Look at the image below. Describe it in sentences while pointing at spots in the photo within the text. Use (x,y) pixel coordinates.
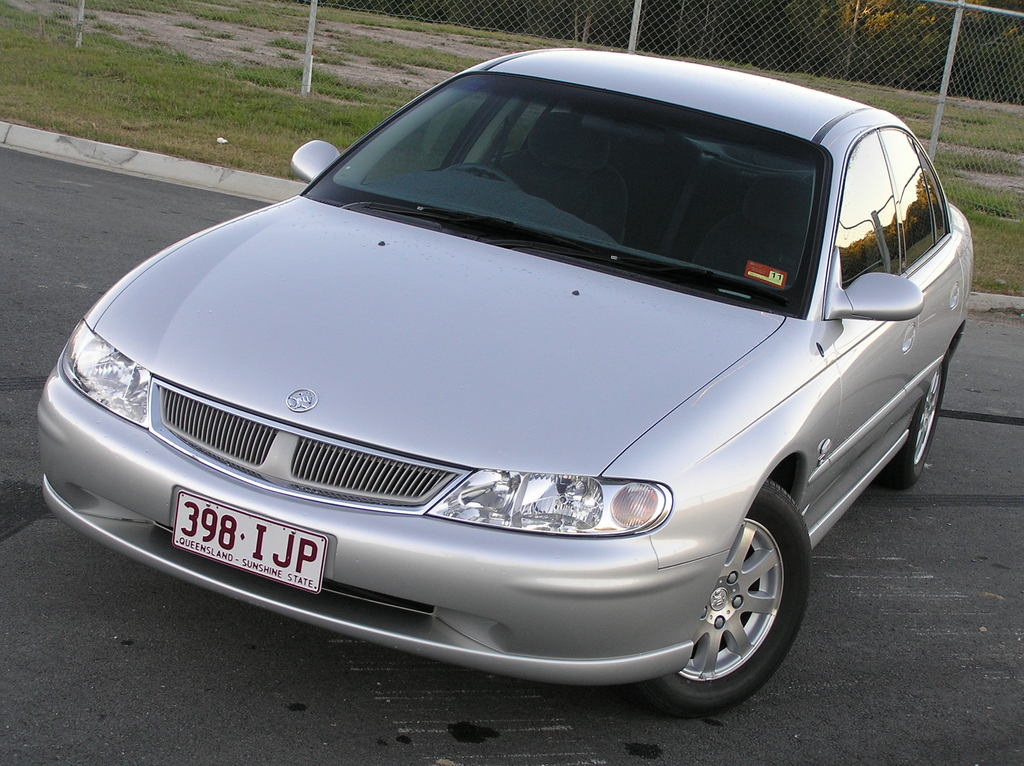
In this image in the center (532,309) there is a car (629,412). In the background (302,114) there is grass (204,101) on the ground (236,103) and there is a fence (792,46).
